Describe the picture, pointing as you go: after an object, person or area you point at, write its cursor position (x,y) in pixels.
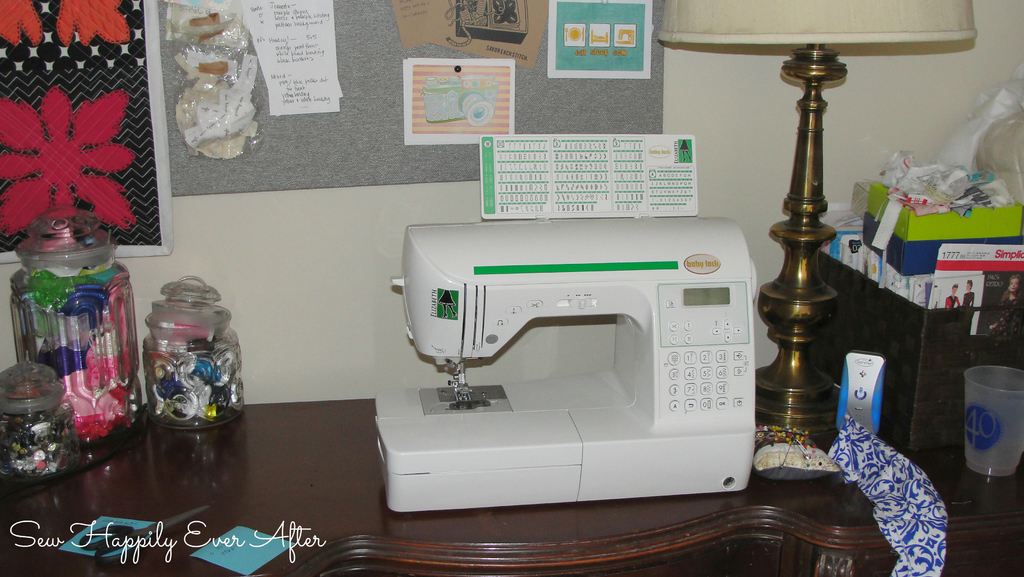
In this image there is a machine (525,387) on the table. Beside the machine (469,468) there are three jars (102,351). On the right side (779,238) there is a lamp (794,267) on the table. In the background (455,3) there are posters (56,82) to the wall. In the middle (508,210) there is a board (326,113) on which there are labels (560,50). On the right side (972,236) there are boxes (946,225) and covers (972,202) on the table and there is a glass (971,389) beside it.
